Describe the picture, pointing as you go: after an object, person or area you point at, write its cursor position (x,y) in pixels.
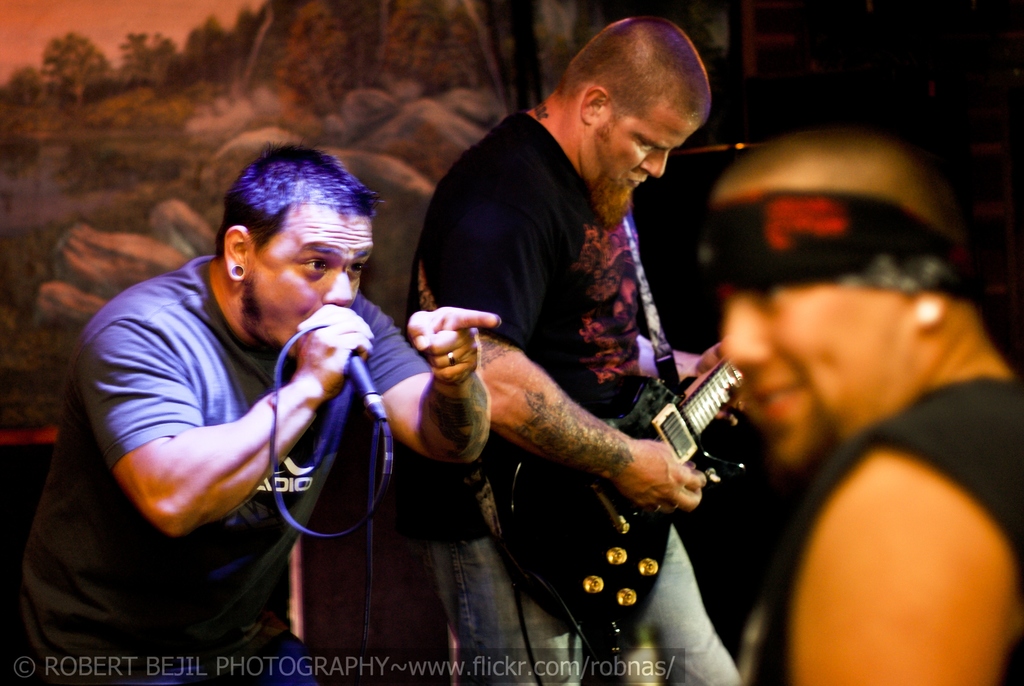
In this image there are three persons (536,388), person (499,567) with black t-shirt (524,220) is playing guitar (661,513) and the other person (195,541) is holding microphone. There is a painting (153,121) at the back side (387,83).
